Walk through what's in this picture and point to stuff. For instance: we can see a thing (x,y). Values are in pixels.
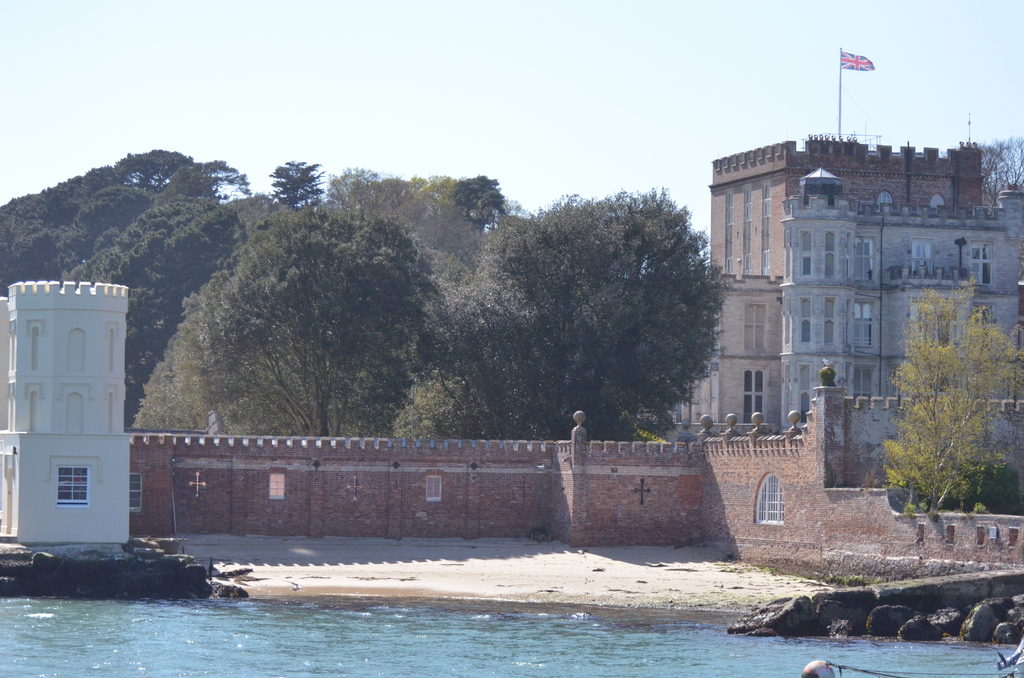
This image consists of a building (1010,211). In the front (568,447), we can see a wall (652,511) along with windows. At the bottom (130,612), there is water (536,671). In the background (640,307), there are trees (944,366). On the right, we can see a flag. At the top (821,117), there is sky (395,68).
